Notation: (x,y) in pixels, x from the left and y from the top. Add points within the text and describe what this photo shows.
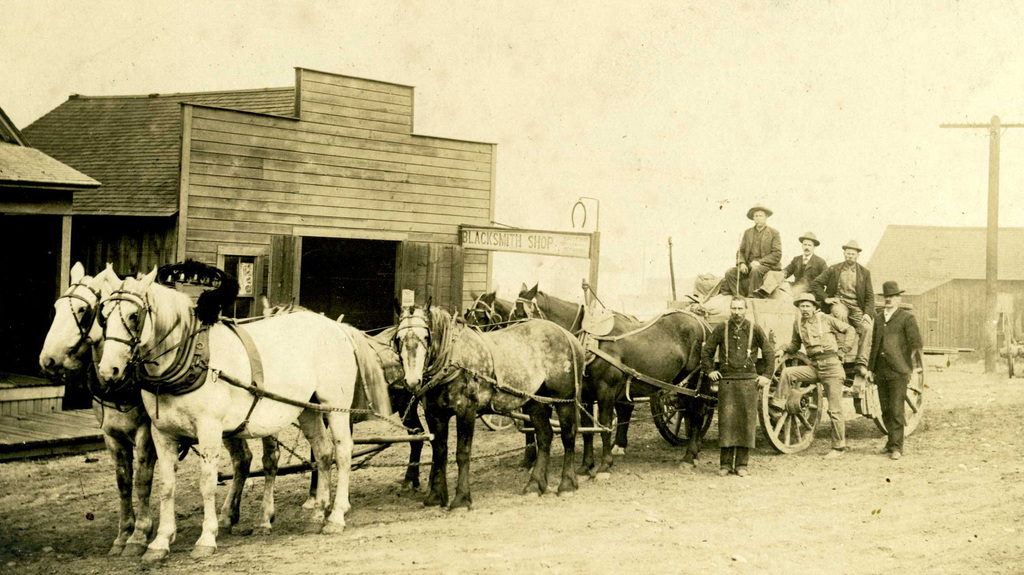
This image is a black and white image. This image is taken outdoors. At the top of the image (758,102) there is a sky (808,94). At the bottom of the image (746,531) there is a ground (457,542). In the background (333,256) there are three buildings (932,285). There is a board (512,242) with a text (548,241) on it. On the right side of the image (992,166) there is a pole (988,321). In the middle of the image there is a cart (767,328). There are a few people (854,320) sitting in the cart (782,347) and three men (742,357) are standing on the ground (806,475). There are six horses (363,367) tied to the cart (722,322).
